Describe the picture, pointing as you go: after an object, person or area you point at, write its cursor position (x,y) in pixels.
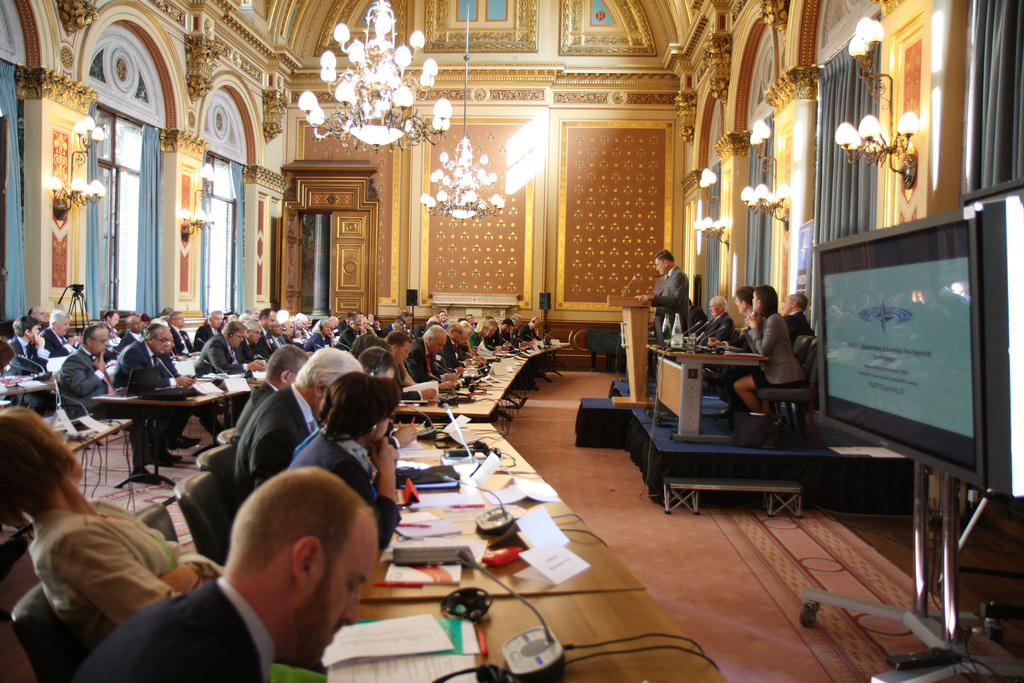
In this image group of people (344,352) are sitting and working in a big hall (325,397). A person (654,314) is standing in front of the podium (641,321) and speaking. There is a television (896,341) at the rightmost (870,346) bottom of the image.
